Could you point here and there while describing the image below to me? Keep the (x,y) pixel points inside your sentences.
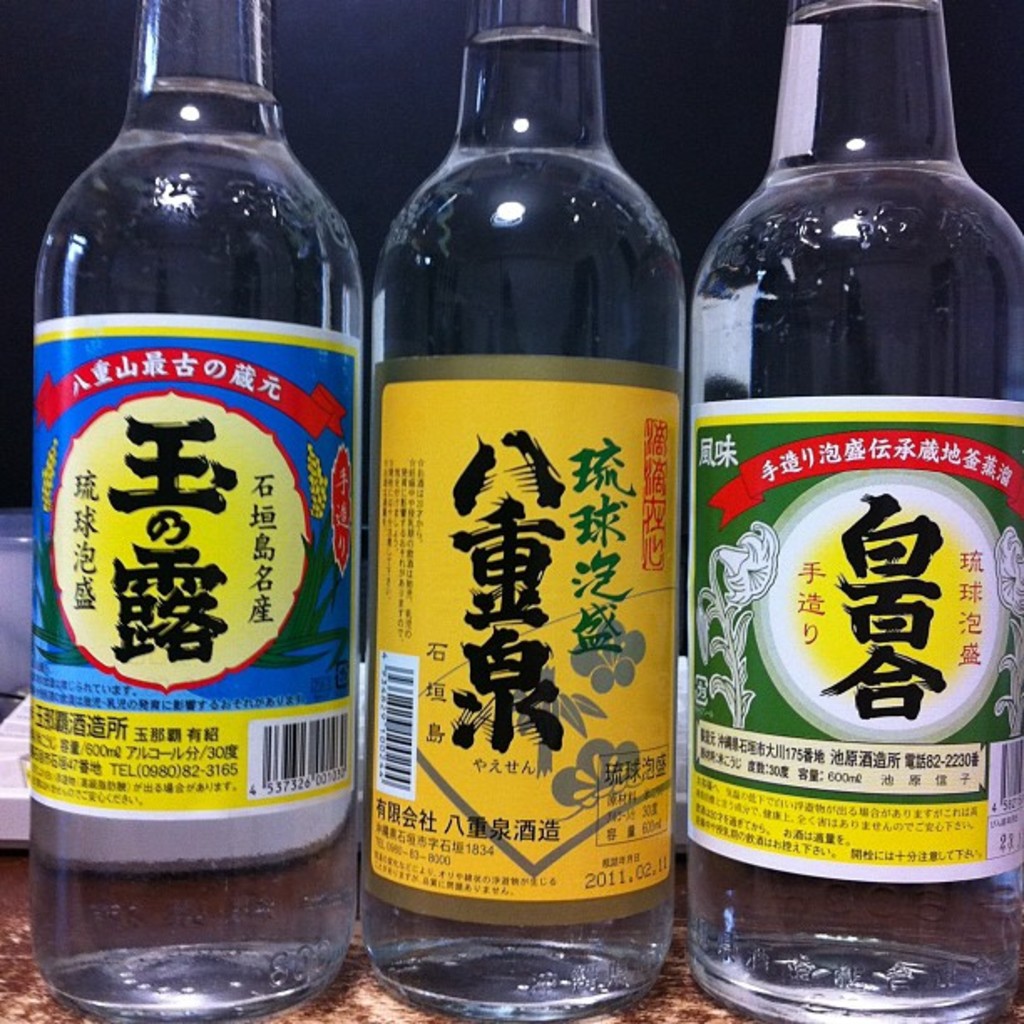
In this image there are three liquor bottles (466,506).
